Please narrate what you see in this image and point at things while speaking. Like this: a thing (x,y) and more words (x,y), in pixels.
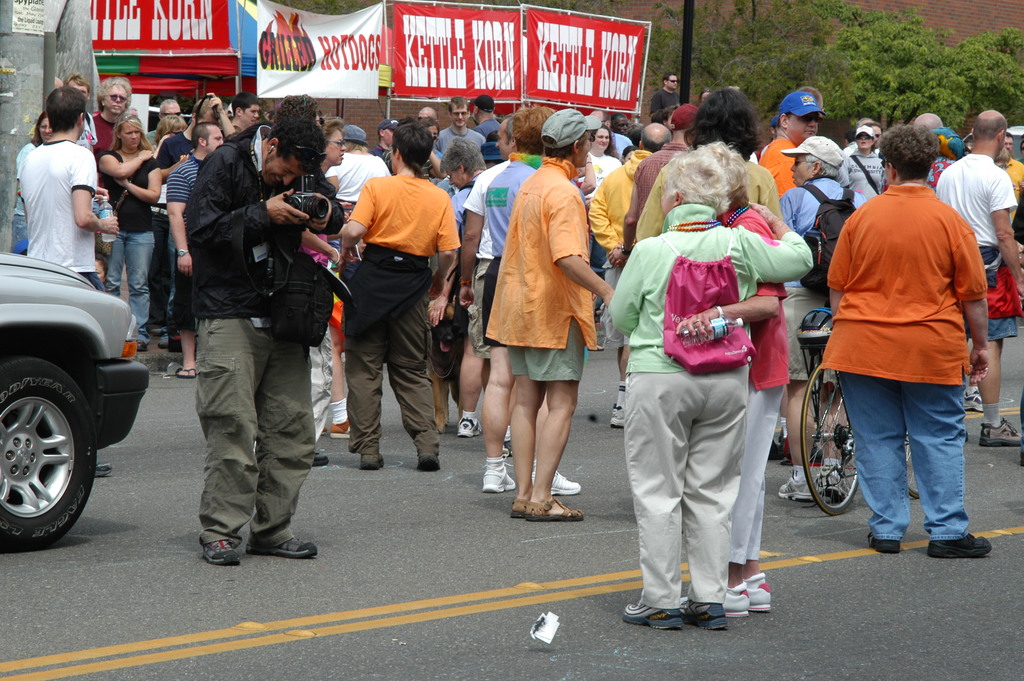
In this image we can see some group of persons (424,325) standing on road (145,409) and there is a car (78,501), bicycle (813,377) and in the background of the image (621,54) there are some banners (569,90), trees (742,87).
